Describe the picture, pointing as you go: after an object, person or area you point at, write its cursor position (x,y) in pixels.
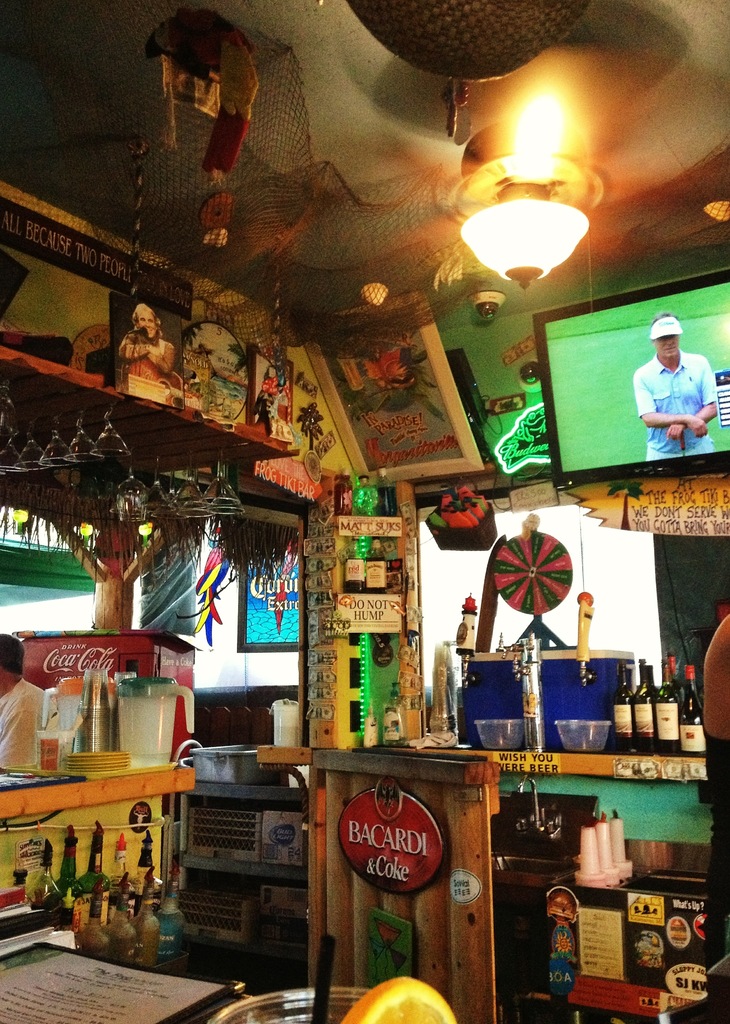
In this image we can see some posters (431,839) with some images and text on it, there are some photo frames (402,459), bottles (372,497), glasses (441,666), light (529,236), boxes (546,662), fridge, bowls (583,733), papers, there are windows (438,612).
